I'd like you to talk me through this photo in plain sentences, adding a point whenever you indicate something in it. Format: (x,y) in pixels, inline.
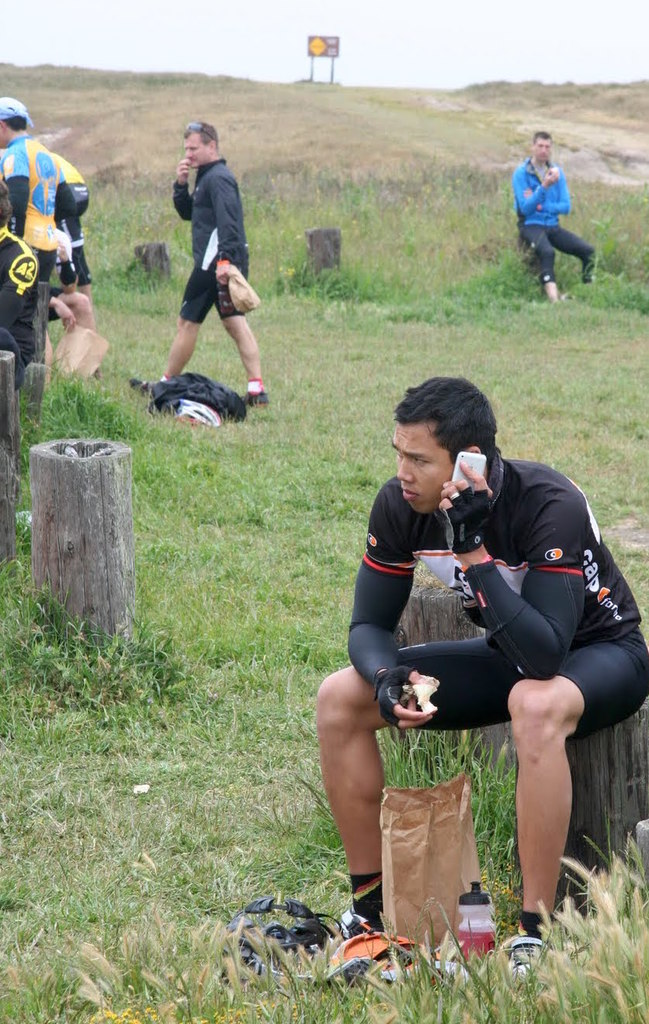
In this image we can see a man (388,691) is sitting on a platform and holding mobile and an object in his hands (415,709). At the bottom (314,939) we can see bottle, packet (400,924) and objects (257,906) on the grass (219,916). In the background (12,276) we can see few persons (237,315), bags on the grass (239,379), board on the poles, objects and the sky (226,68).
